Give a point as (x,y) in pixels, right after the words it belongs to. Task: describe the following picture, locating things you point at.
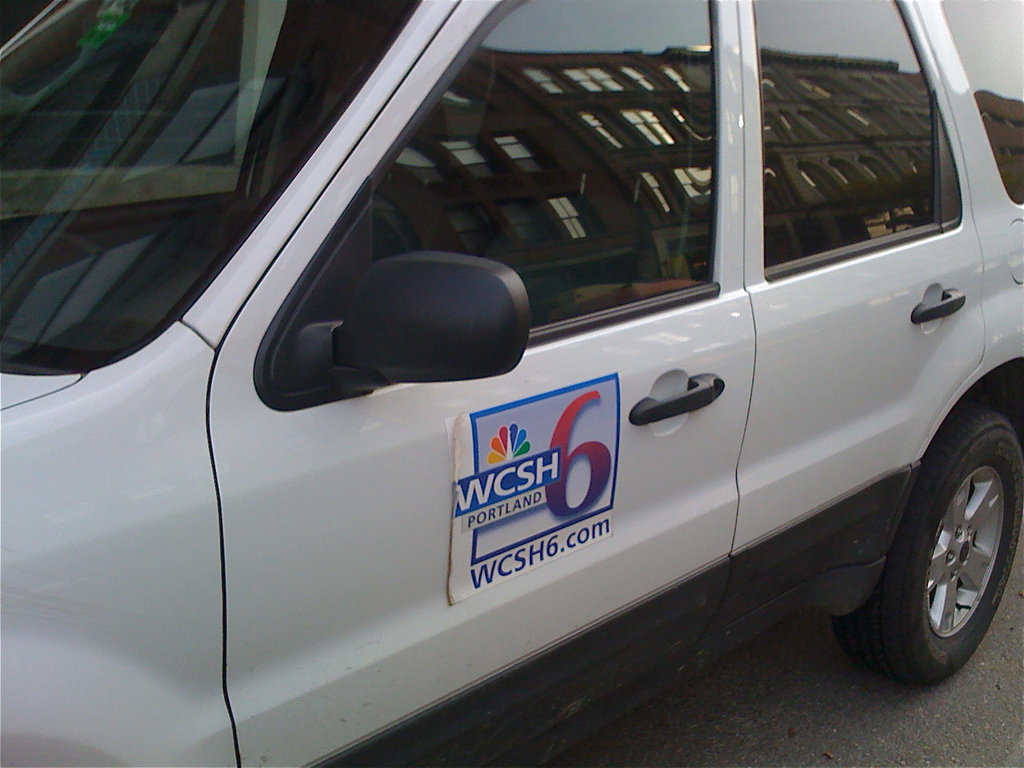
In this image there is a vehicle (358,371) on the road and there is a poster (526,480) with some text (472,527) is attached to the door (378,506) of that vehicle (555,677).
